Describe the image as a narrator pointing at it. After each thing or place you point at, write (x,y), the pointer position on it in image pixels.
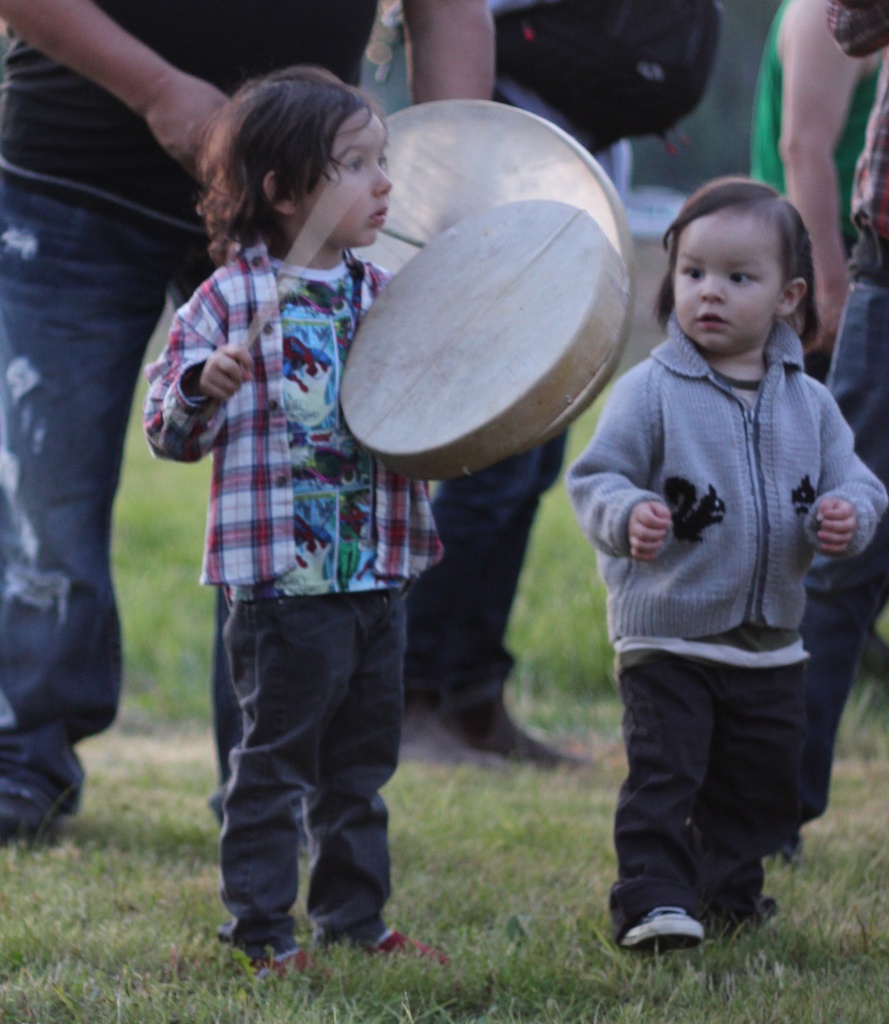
This picture shows two boys (713,323) and few men (816,223) on the back (29,19) and a boy (371,282) playing drum (559,244) with a stick (309,222).
